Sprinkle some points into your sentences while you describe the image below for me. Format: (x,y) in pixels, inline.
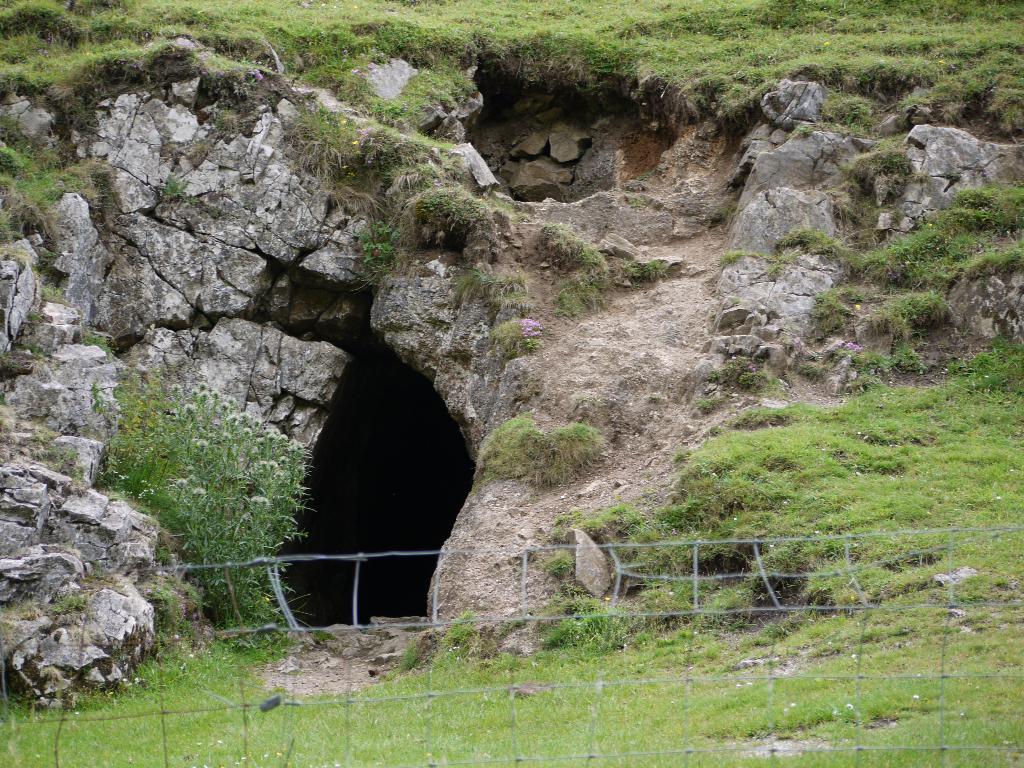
In the picture I can see the grass (241,688), rocks (31,658) and a cave (386,564). Here I can see the net (389,592).
